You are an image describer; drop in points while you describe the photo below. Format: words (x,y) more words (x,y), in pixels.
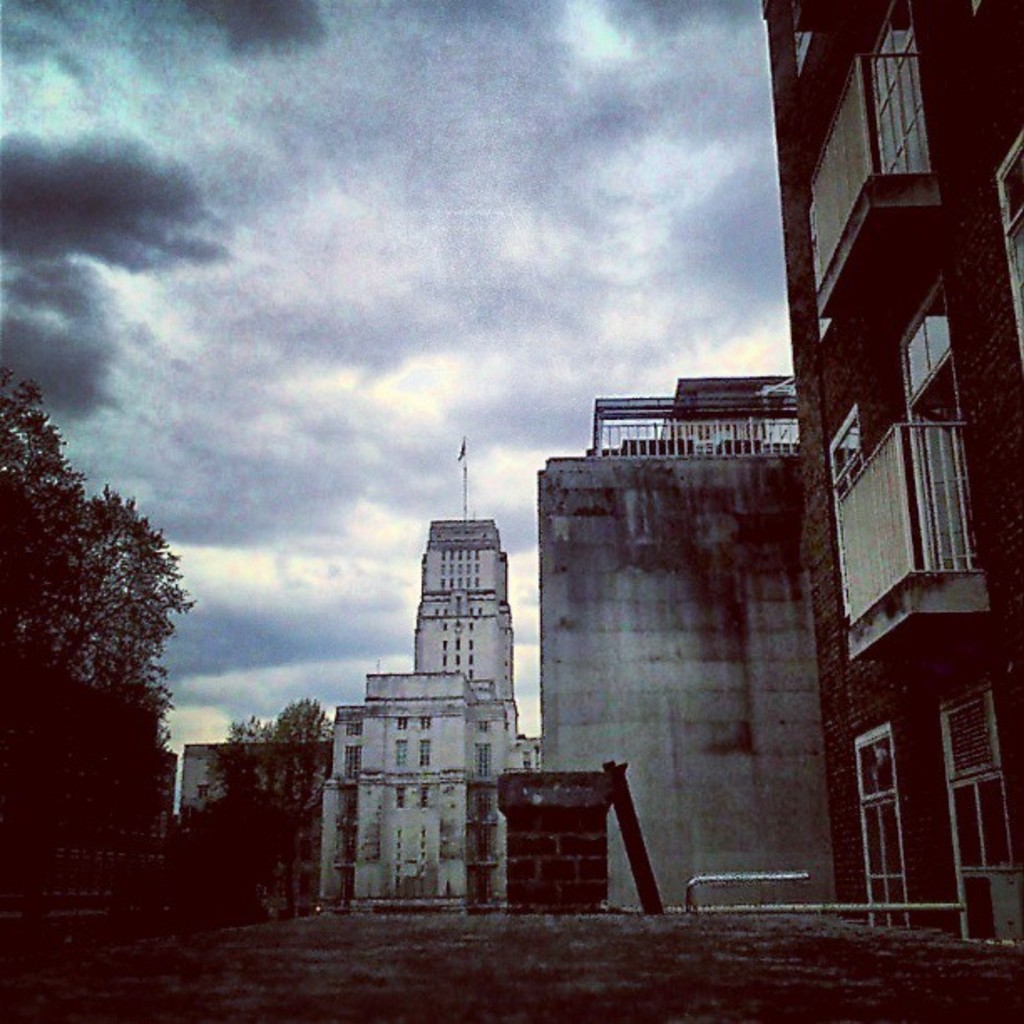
In this picture we can see road (292,941), buildings (543,763), trees (283,880) and rods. In the background of the image (241,345) we can see the sky (261,378) with clouds (249,440).
